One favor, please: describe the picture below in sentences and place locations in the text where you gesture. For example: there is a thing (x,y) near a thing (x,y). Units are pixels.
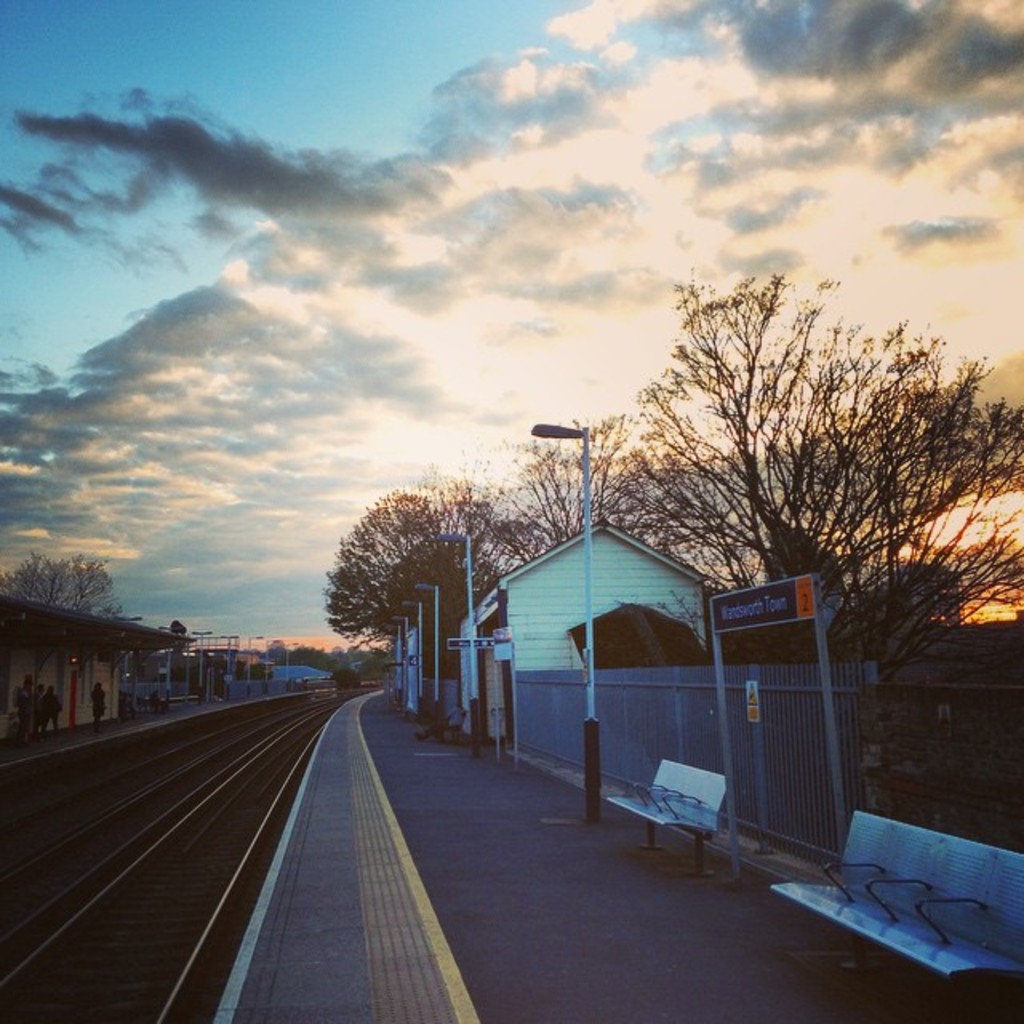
Here in this picture we can see railway tracks (107,857) present over a place and beside that we can see a platform (325,853) present, on which we can see light posts (588,815), benches (630,799) present over there and we can also see a railing (550,687) and a house (564,664) and a board (763,608) present over there and on the left side (33,617) we can see a shed (78,662) present and under that we can see people (33,702) standing over there and we can see trees (842,442) present over there and we can also see clouds (463,426) in the sky (445,358).
